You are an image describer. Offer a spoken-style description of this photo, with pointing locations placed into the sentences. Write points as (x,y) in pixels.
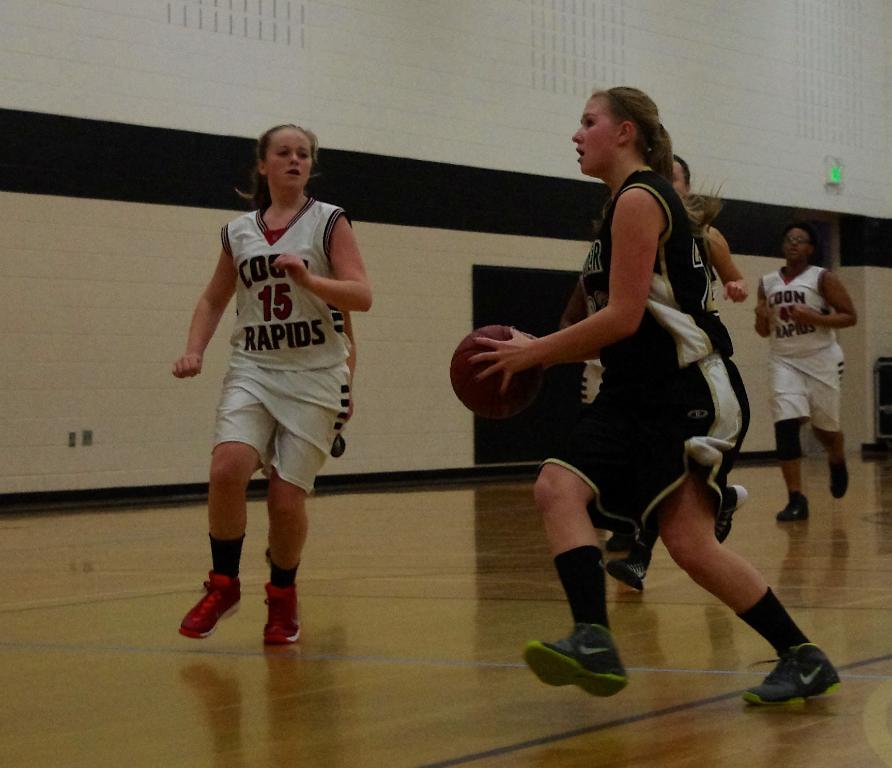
In the image there are a group of people (307,397) playing basketball in a room (473,283) and in the background (128,302) there is a wall (141,281).
